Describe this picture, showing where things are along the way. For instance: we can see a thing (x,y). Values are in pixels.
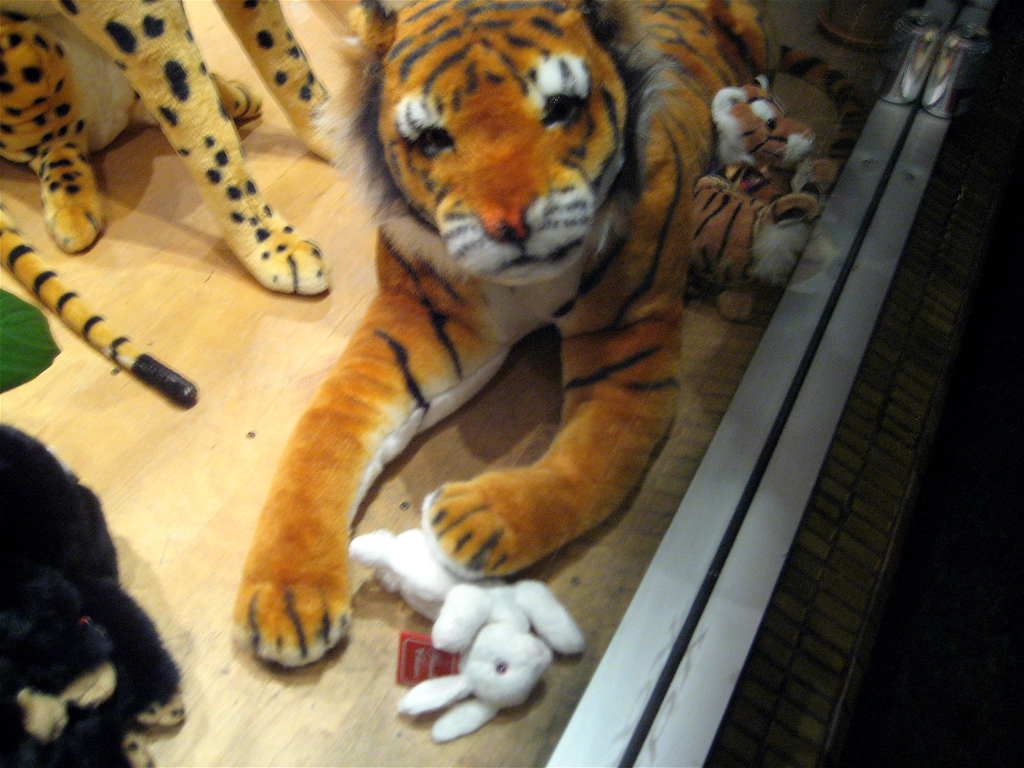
There is a tiger's toy (523,31), near white color animals toy (476,616), which is laying on the shelf (683,437) and near another tiger's toy (773,228), which is laying on the shelf (735,357). In the background (174,63), there are two animals toy (267,69) on the shelf (173,333). On the right side (958,627), the background (888,729) is dark in color.
